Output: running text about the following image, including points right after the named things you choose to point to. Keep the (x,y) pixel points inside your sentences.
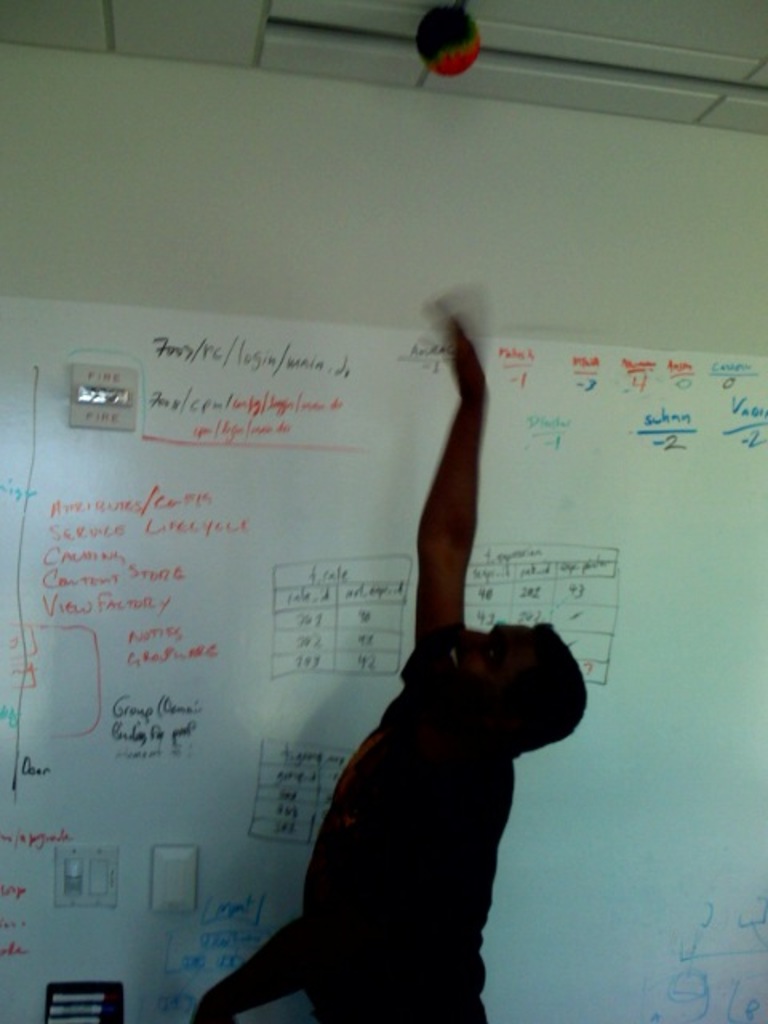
In this picture we can see a man (510,768) smiling, board (224,774) with some text (218,909) on it and some objects (60,864) and in the background (93,271) we can see the wall (397,281).
